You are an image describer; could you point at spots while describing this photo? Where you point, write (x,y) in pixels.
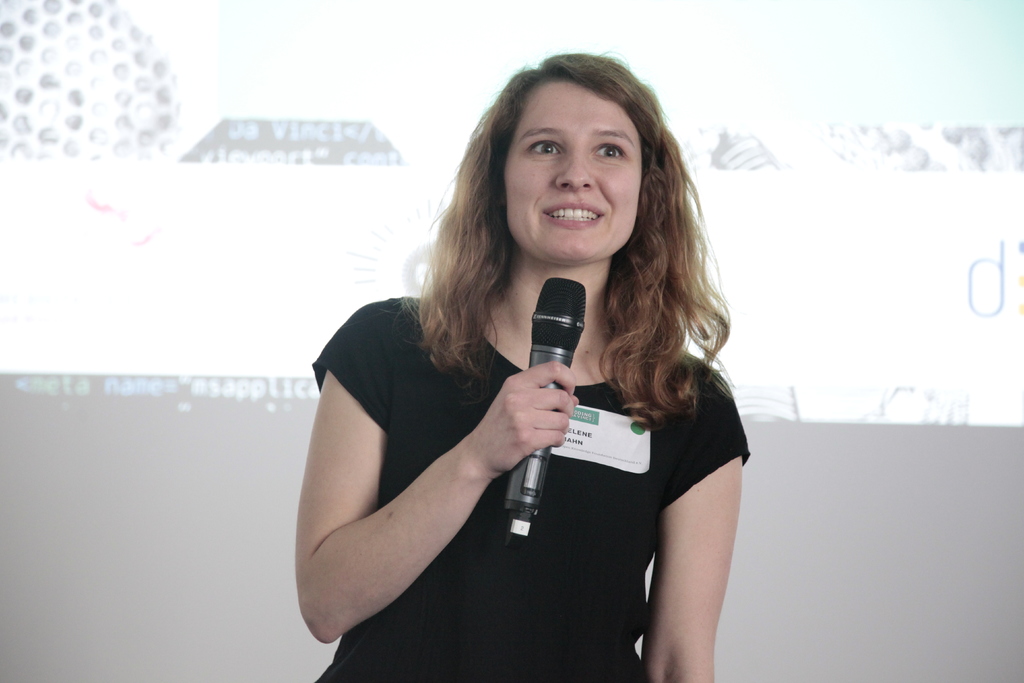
This picture is of inside. In the center (561,253) there is a woman (414,435) wearing black color t-shirt (595,550), holding a microphone (557,331) and talking. In the background (986,551) we can see a wall (989,539) and this seems to be a projector screen (839,131).
